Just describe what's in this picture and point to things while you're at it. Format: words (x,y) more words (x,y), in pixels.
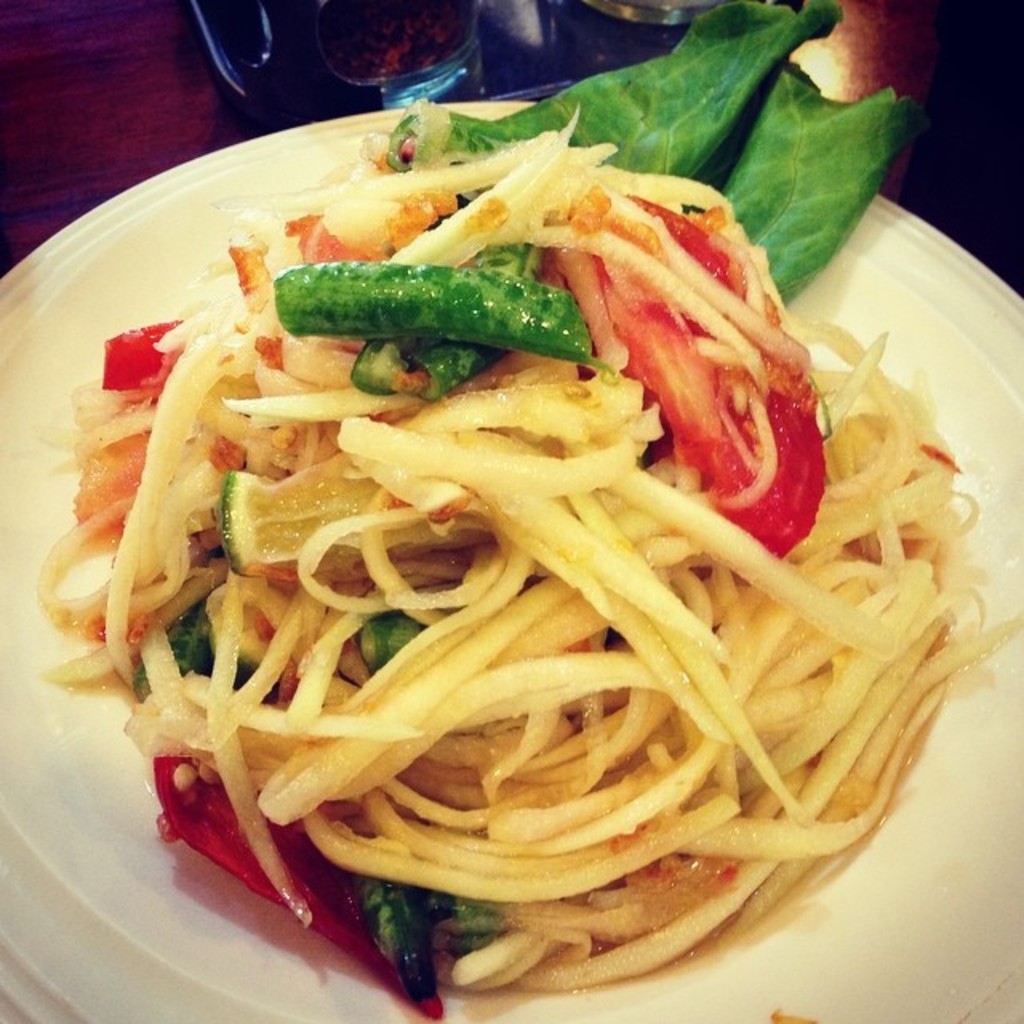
In this image, we can see some food (596,341) on the white plate (976,996). Top of the image (60,121), we can see wooden object (134,100) and few things (334,24).
